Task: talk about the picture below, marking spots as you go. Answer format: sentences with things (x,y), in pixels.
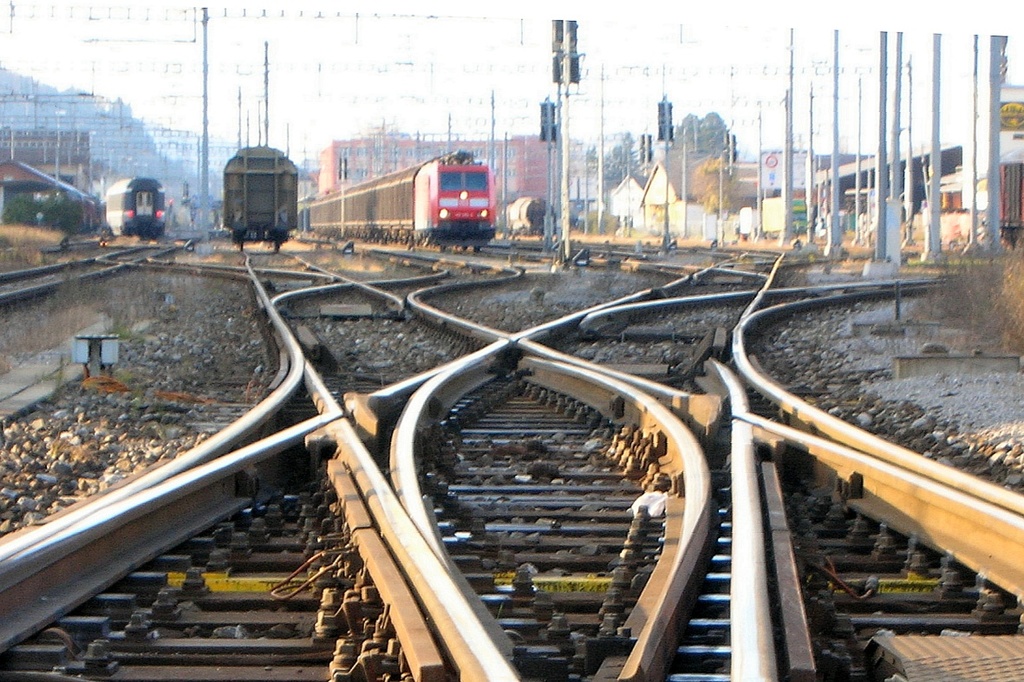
Here we can see train tracks (587,437), trains (404,197), buildings (688,177) and poles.
